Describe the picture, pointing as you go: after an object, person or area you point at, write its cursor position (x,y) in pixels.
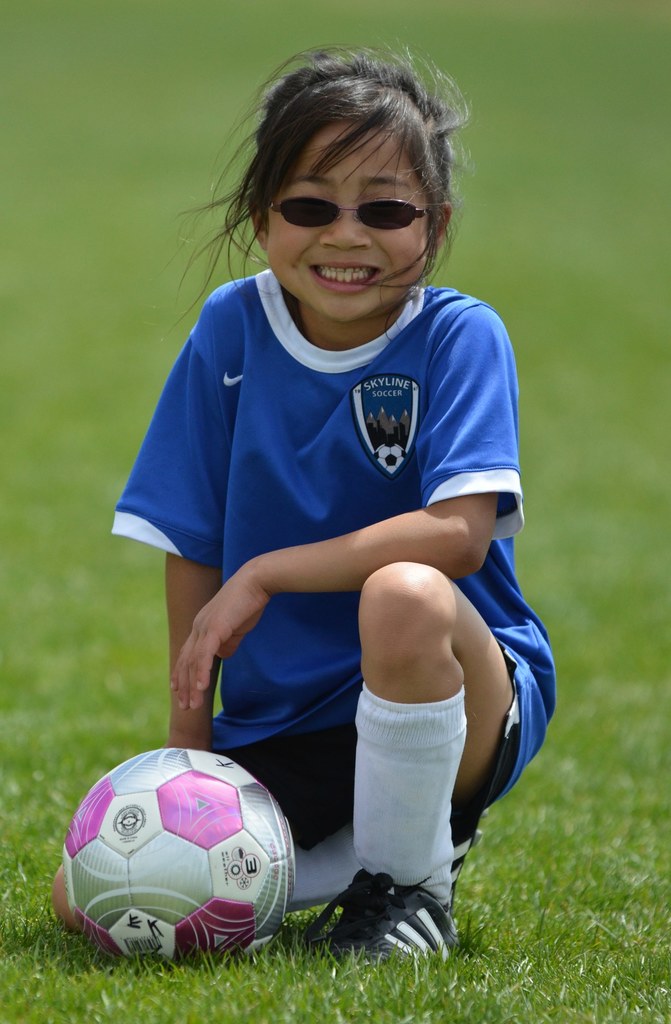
There is a girl (403,732) sitting and wore glasses (324,215) and smiling, in front of this girl (305,840) we can see ball (198,946) on grass (241,953).
